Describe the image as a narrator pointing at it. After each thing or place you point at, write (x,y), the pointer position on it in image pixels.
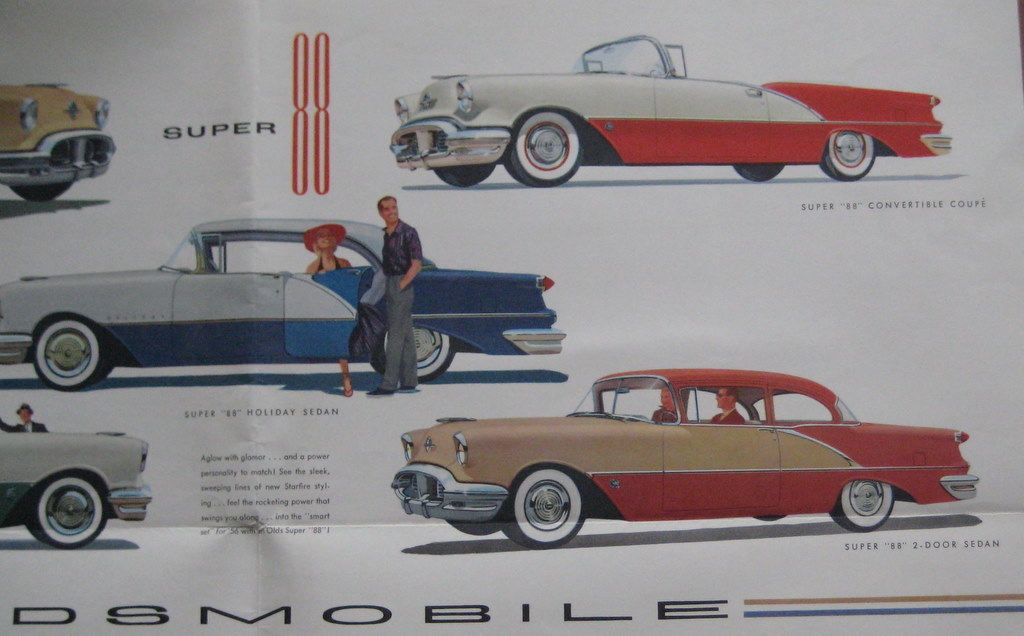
In this image there is a poster (98,295) with images (98,293) of cars (98,308), people (390,268) and some text (855,544) on it.
